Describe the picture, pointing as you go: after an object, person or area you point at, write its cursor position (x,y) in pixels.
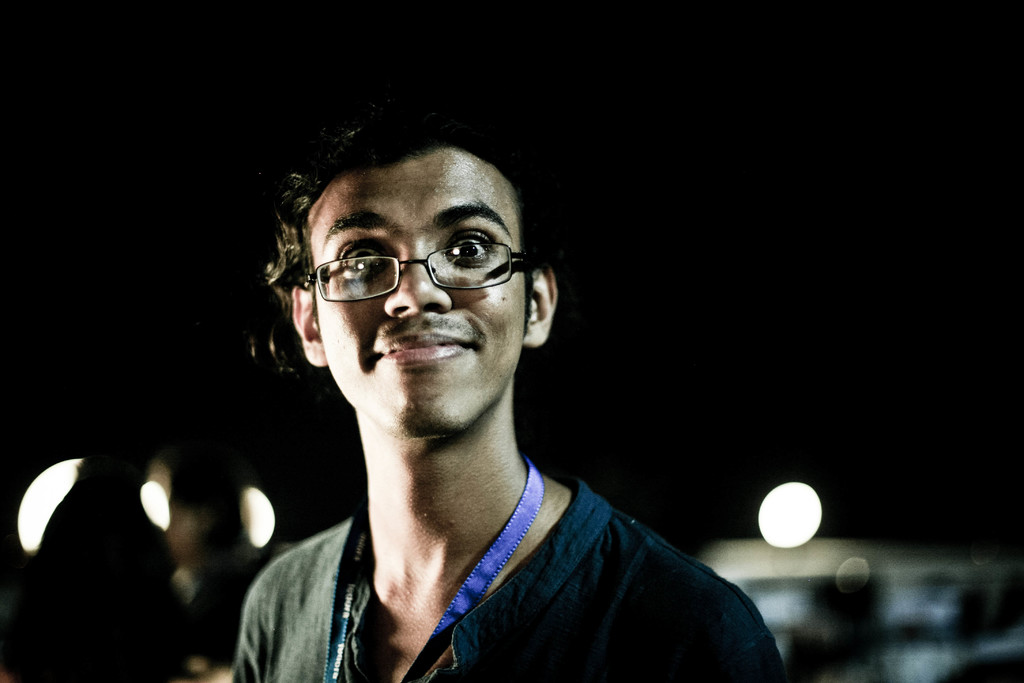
In this image, we can see a person (506,450) wearing clothes (462,631) and spectacles (473,288).
